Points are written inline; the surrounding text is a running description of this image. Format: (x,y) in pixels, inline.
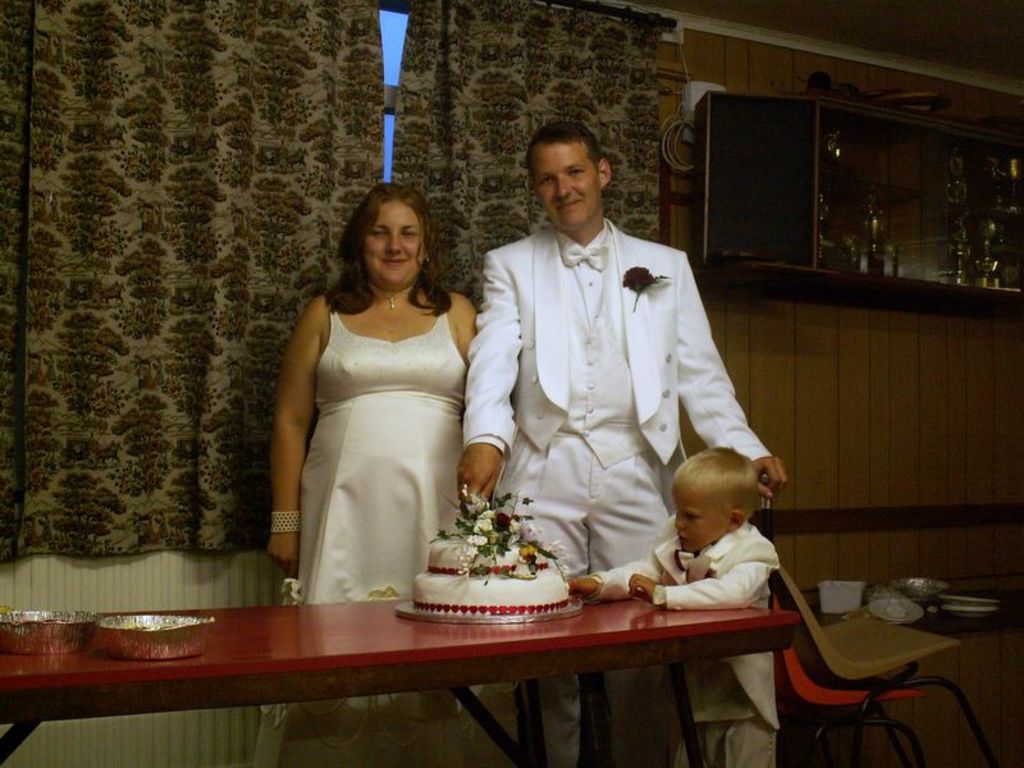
On the table (462,635) bowl (174,636) and cake (502,601) is present and near people (579,453) are standing, in back (262,128) we have curtains (295,136), shelf (885,219) and beside there are chairs (860,706).
